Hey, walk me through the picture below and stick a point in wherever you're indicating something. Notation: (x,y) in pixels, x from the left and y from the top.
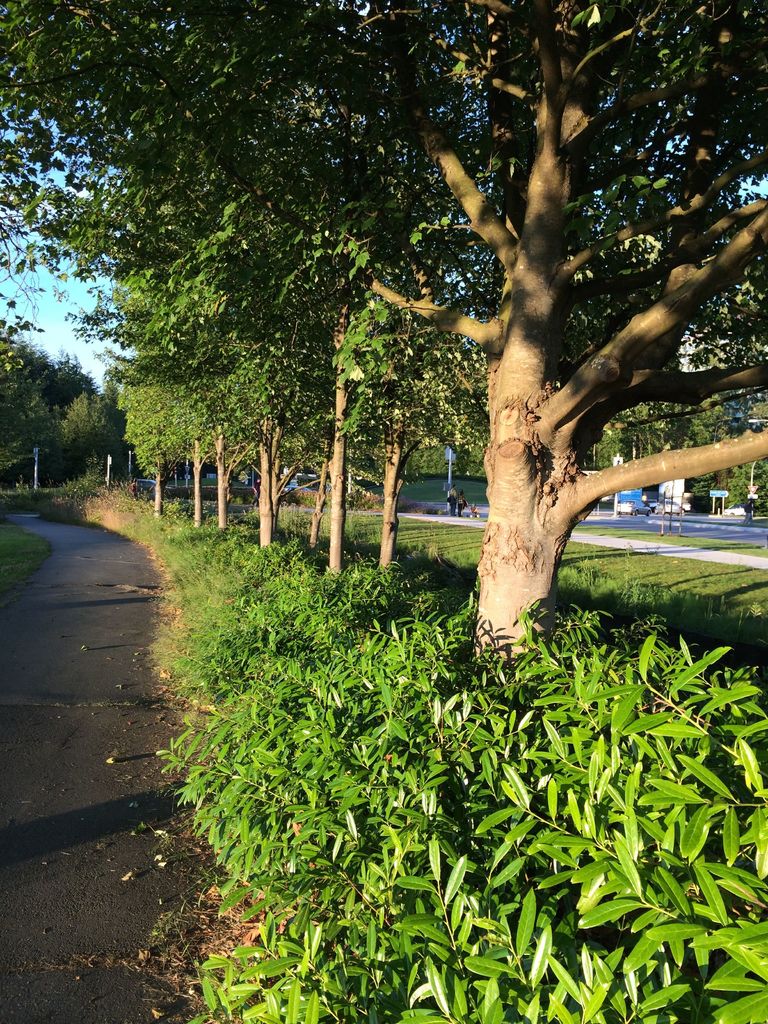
In this image I can see the road (62,835), few plants (323,846) which are green in color and few trees (356,207) which are green and brown in color. In the background (435,503) I can see few poles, few trees (728,504), the road (633,517), few persons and the sky (45,315).
